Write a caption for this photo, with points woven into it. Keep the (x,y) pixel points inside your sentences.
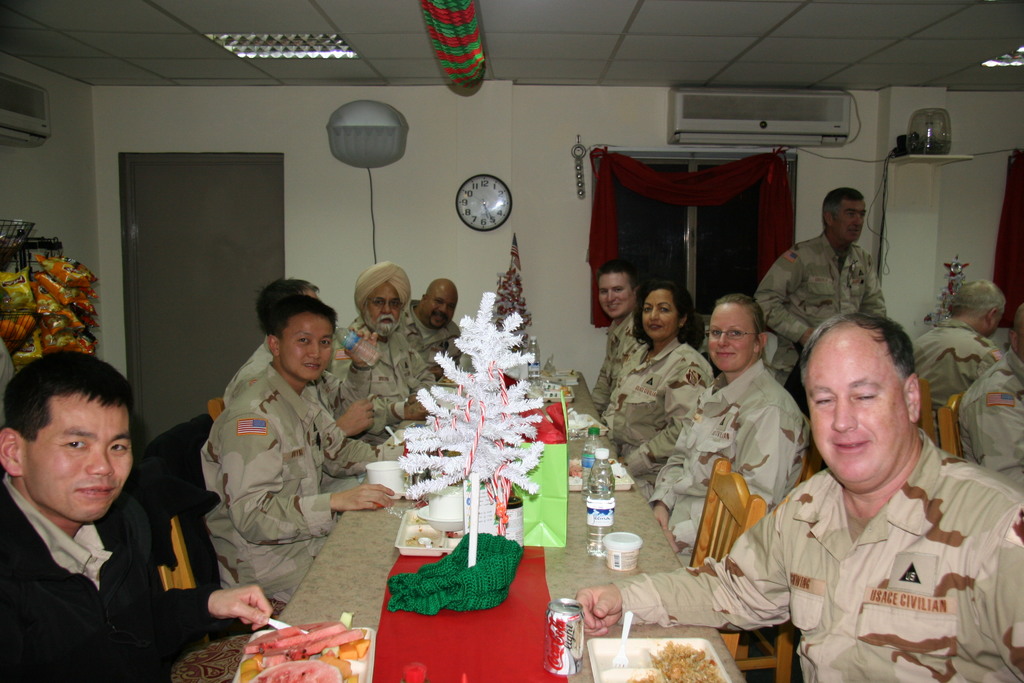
In this image there are a group of people (102,558) who are sitting on chairs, and in the center (576,450) there is one table (636,574). On the table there are a small Christmas tree (513,423), bottles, cups (612,542), plates (350,662) and in the plates (334,658) there are some food items (341,647). And on the right side (950,331) also there are some persons (969,348), in the background (198,258) there is a door (214,268), window (628,199), curtain (671,202), clock (460,193), air conditioner (696,137) and some other objects (887,174). At the top (329,51) there is ceiling (617,51) and some lights (985,66).
